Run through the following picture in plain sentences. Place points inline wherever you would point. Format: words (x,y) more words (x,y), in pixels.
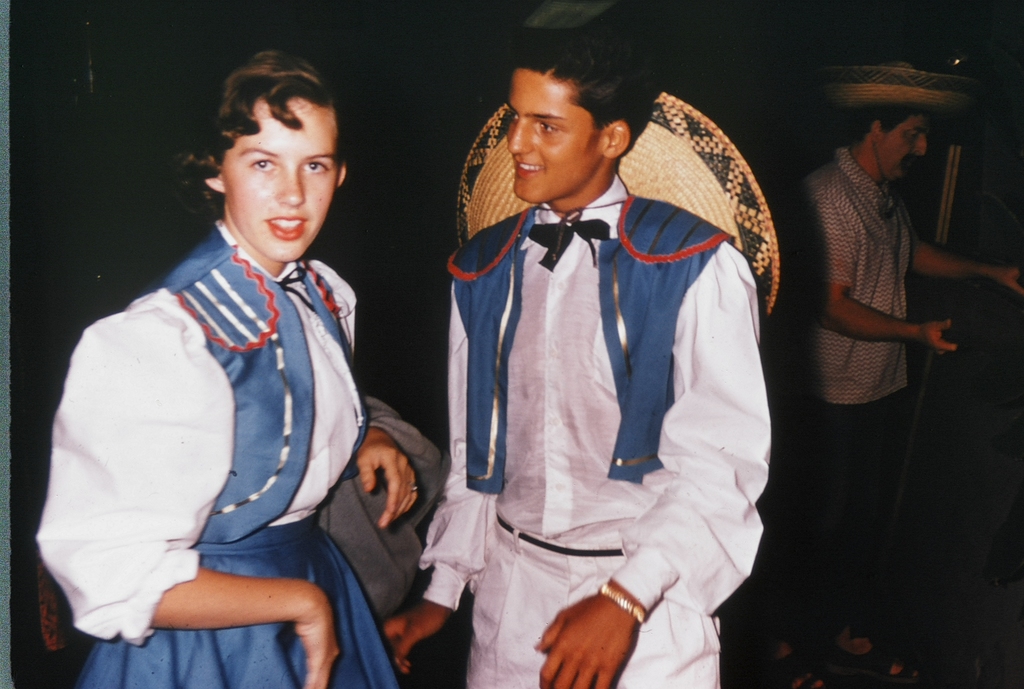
In this picture we can see three people (281,282), hats (763,243), some objects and two people (263,277) are smiling and in the background (418,88) it is dark.
